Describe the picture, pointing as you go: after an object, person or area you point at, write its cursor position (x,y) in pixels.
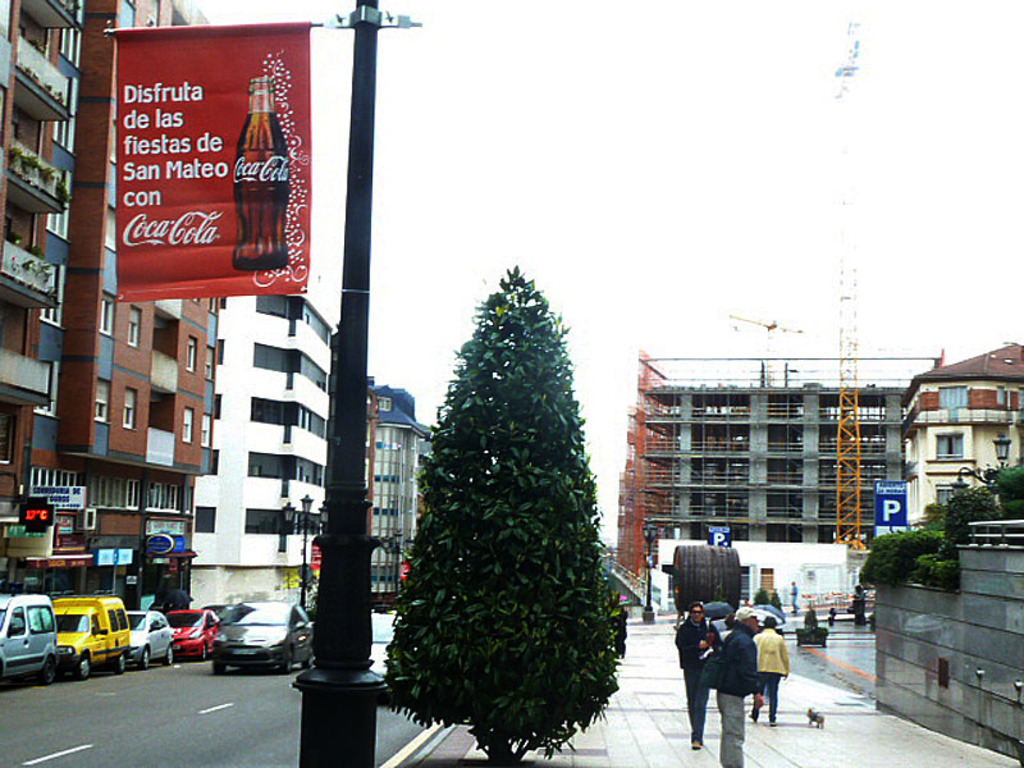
In this image we can see few buildings (706,427) and there are some vehicles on the road (383,758) and there is a pole (347,327) with a banner (235,145) and we can see some text (190,235) and a bottle image (249,228) on it. There are few people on the right side of the image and we can see some trees (457,670) and at the top (421,223) we can see the sky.
